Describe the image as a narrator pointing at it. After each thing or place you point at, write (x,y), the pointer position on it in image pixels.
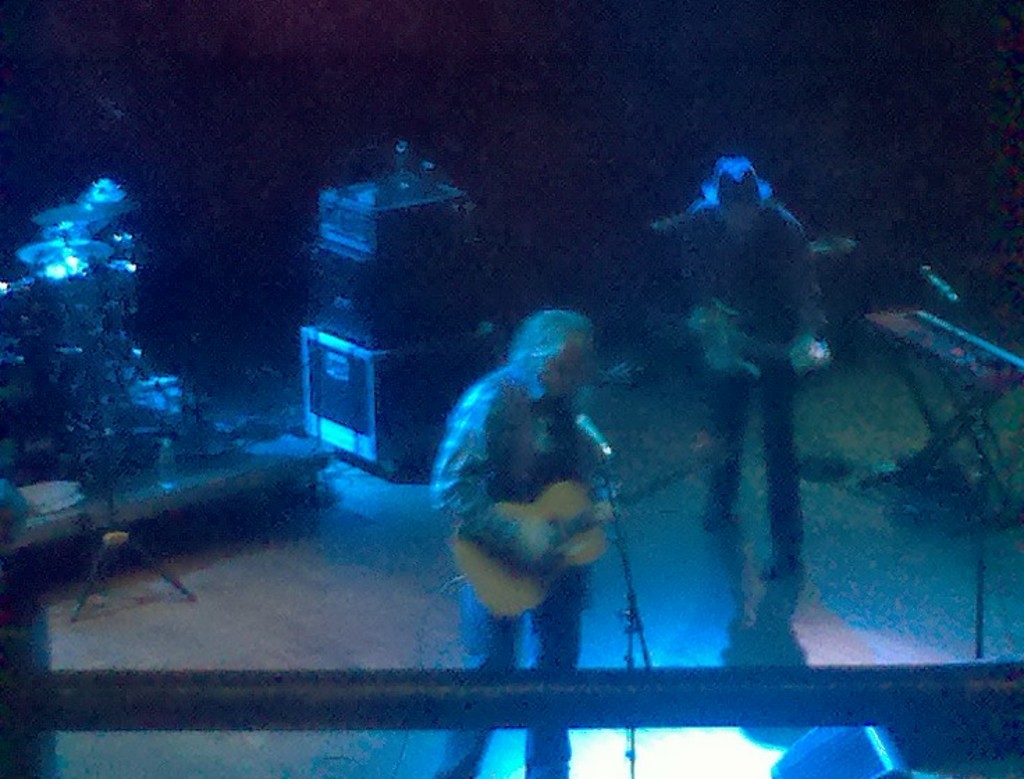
There are two people (572,415) standing and playing guitars (544,580). This is a mike (610,457) attached to a mike stand (626,604). This looks like the drums (59,310). I can see the devices (392,363), which are placed on the floor (369,487). On the right side of the image (959,403), that looks like a stand (971,414).
